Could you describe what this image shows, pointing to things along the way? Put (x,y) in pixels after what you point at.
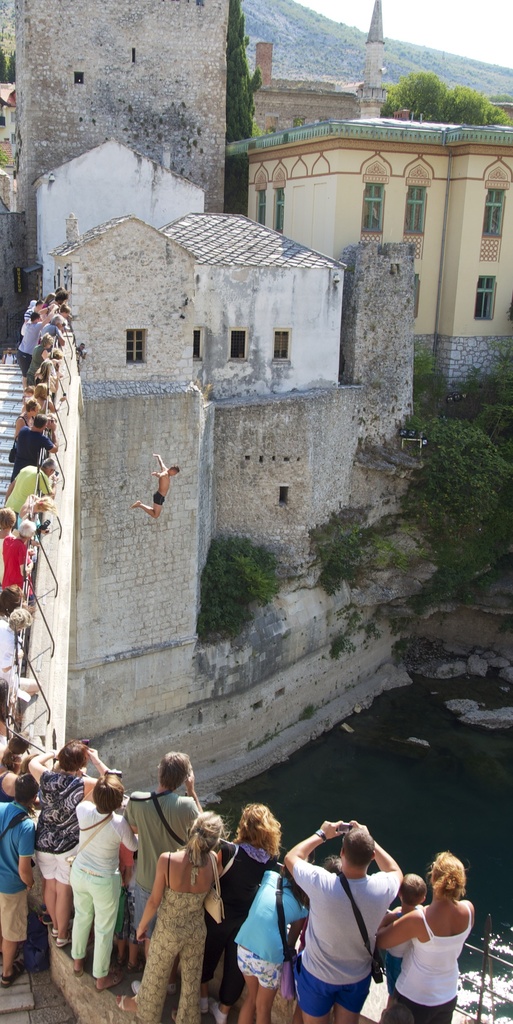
In this image there are group of people (106,823) standing, buildings (158,364), a person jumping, trees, water (498,743), sky (461,38).
